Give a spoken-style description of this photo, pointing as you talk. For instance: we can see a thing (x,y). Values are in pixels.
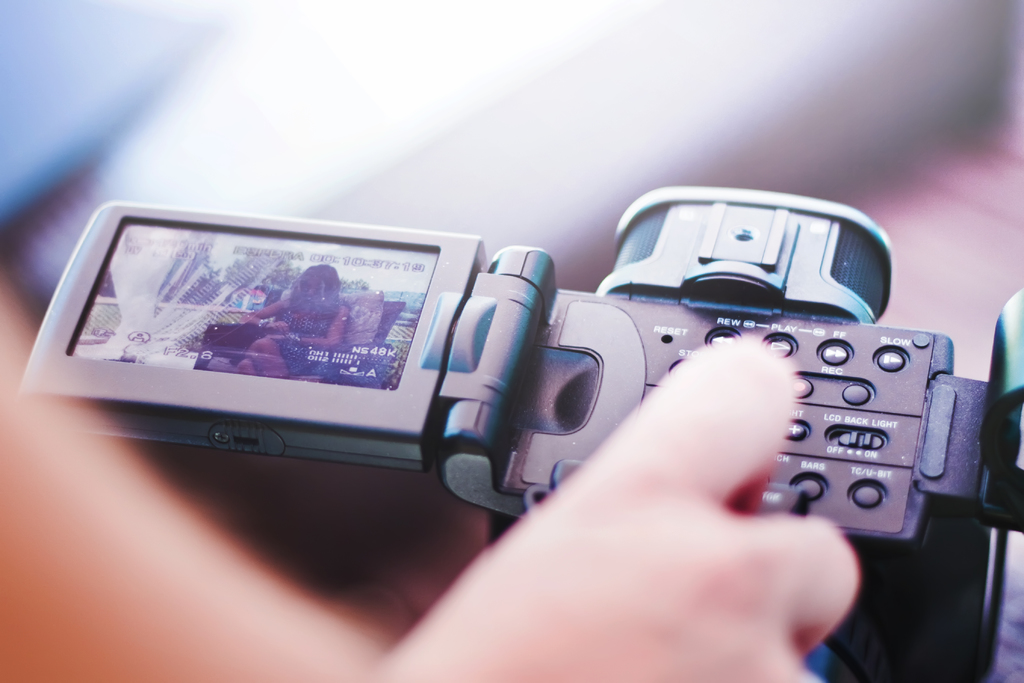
In this image there is one person's hand (260,605) as we can see on the bottom of this image (571,471) and there is a camera (559,342) in middle of this image (368,341).
